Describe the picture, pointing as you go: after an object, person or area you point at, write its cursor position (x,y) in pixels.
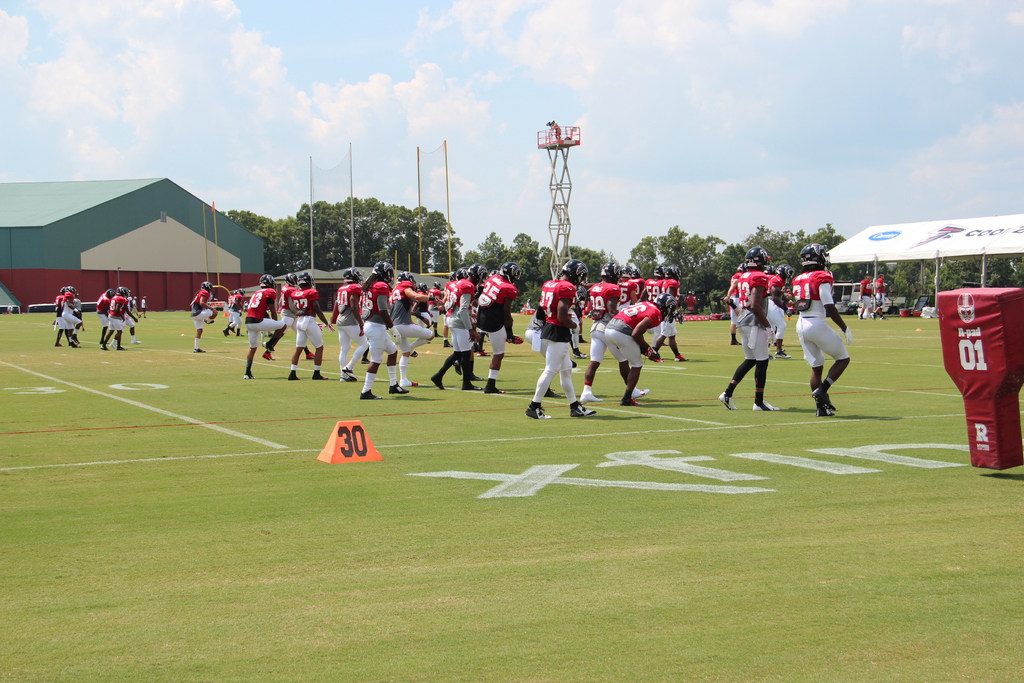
In this image we can see people (629,334). In the background (613,258) there are sheds (249,250), trees (950,276), poles (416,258) and sky (505,190). There is a tower (565,228).
